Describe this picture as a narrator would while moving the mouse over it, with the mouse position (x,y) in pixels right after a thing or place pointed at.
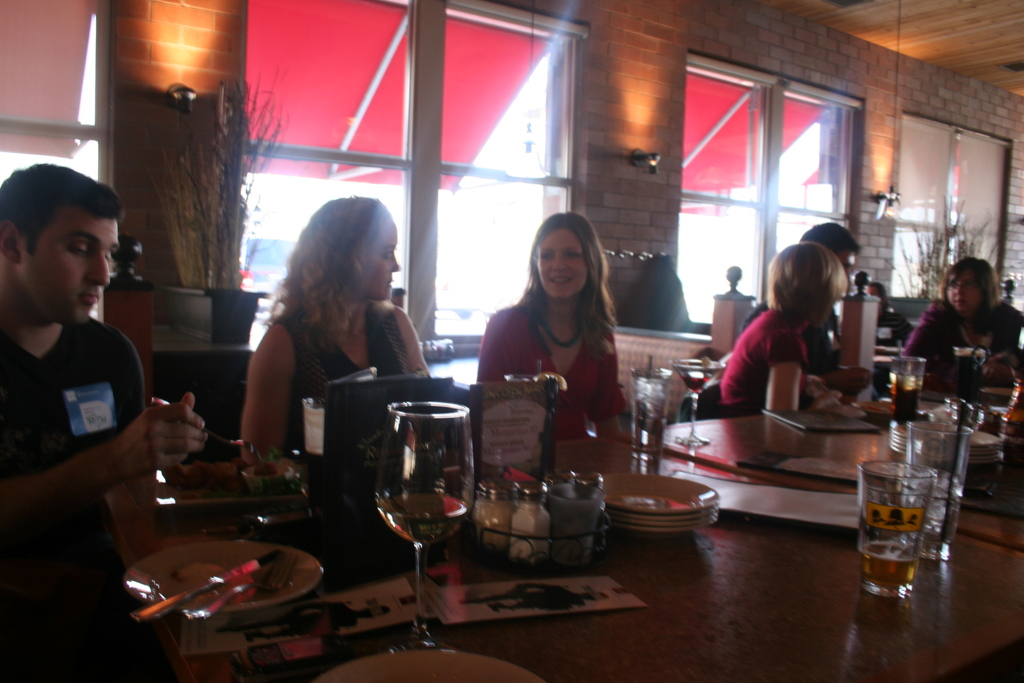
Here we can see a group of people (403,318) are sitting on the chair (231,386), and in front (449,516) here is the table (465,522) and glasses (418,515) and plates (626,482) and some objects (488,530) on it, and at back (461,112) here is the window (472,135), and here is the wall (667,95) made of bricks (629,234).
